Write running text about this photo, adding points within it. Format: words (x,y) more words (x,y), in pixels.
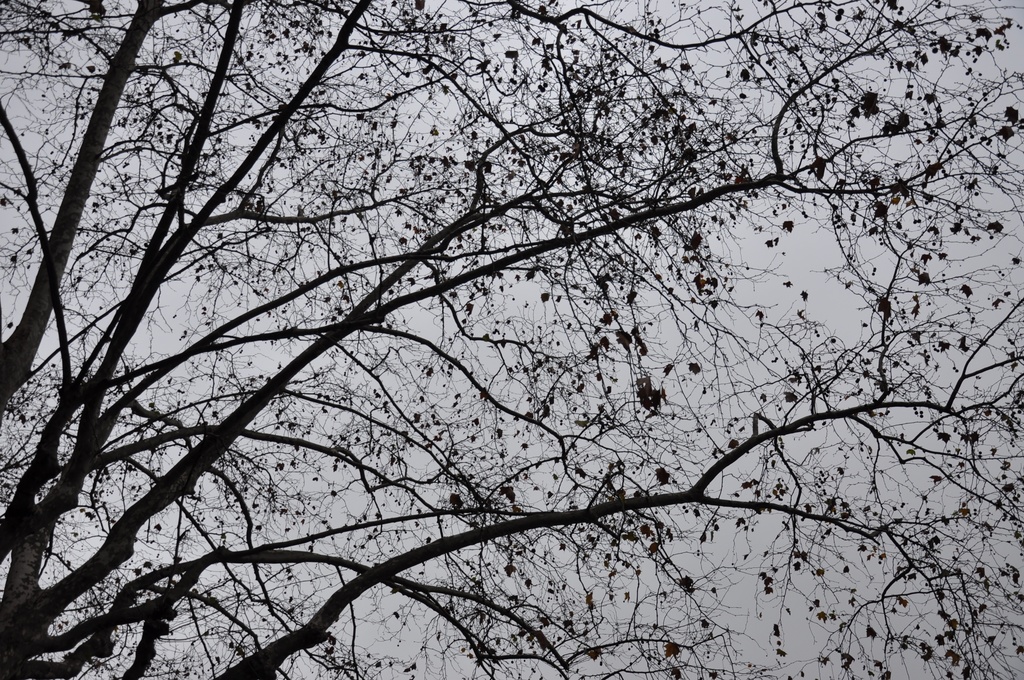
In this image there is a tree (94,388) with so many branches (264,405) and dry leaves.
